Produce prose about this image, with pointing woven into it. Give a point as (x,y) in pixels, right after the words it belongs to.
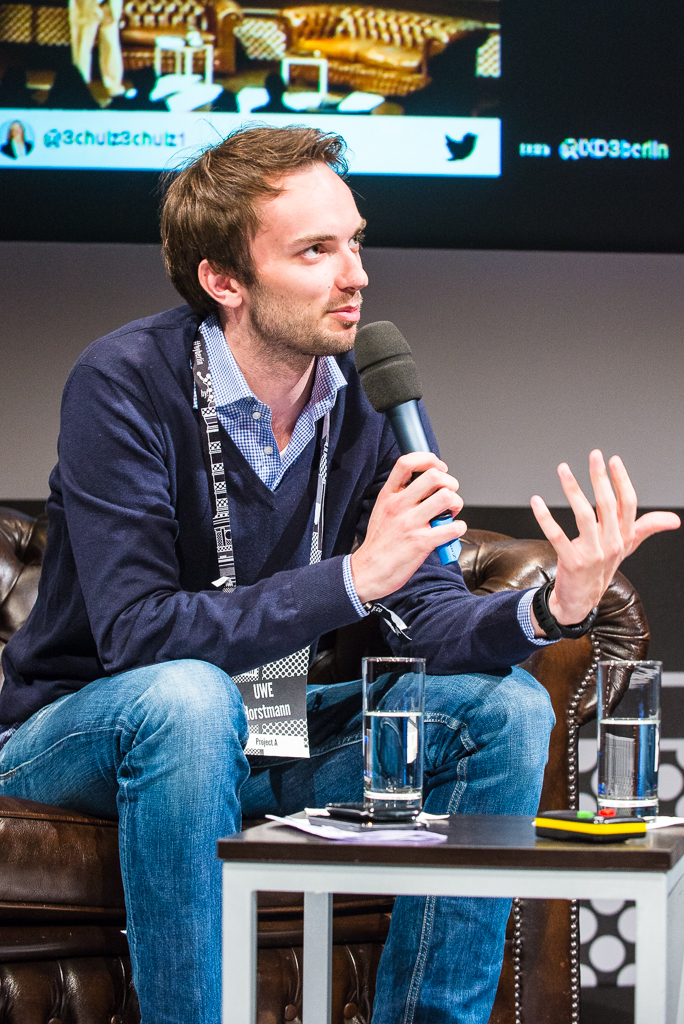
In this image, human (274,592) is sat on the sofa (74,848), he hold mic (419,410) and he is smiling. We can see there is a table (420,895) at the bottom (457,861), few items (335,820) are placed on it. And background (418,108), we can see wall (512,356) and screen (424,119).
